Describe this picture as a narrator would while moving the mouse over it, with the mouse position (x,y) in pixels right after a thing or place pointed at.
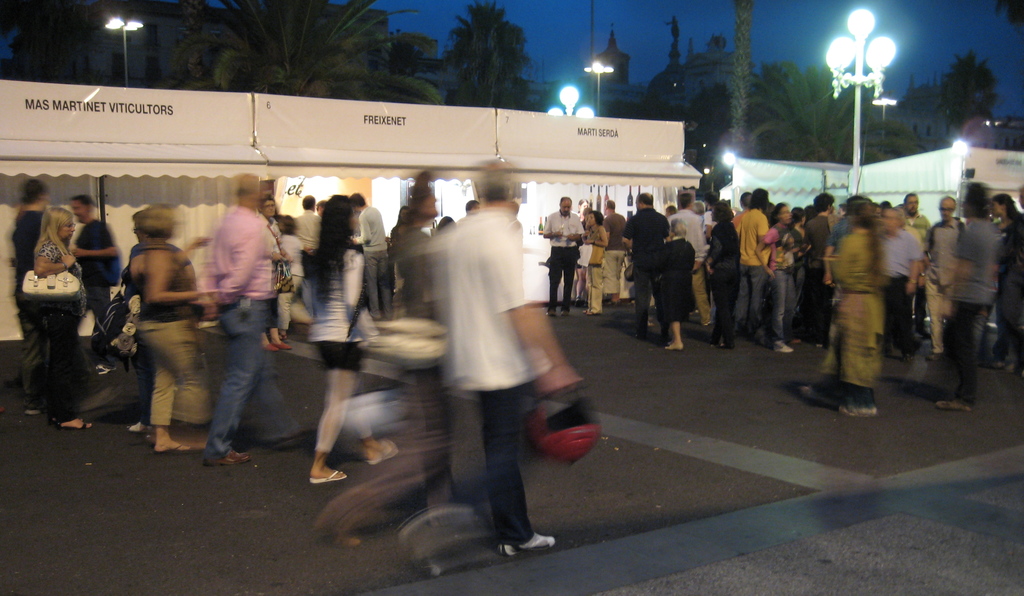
In this picture I can see number of people (314,321) who are standing on the path (704,394). In the background (187,162) I can see the trees (378,69), light poles (125,43), few stores (507,144) and I see boards (304,112) on which there are words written and I see the sky (689,28). I can also see that this image is a bit blurry.
